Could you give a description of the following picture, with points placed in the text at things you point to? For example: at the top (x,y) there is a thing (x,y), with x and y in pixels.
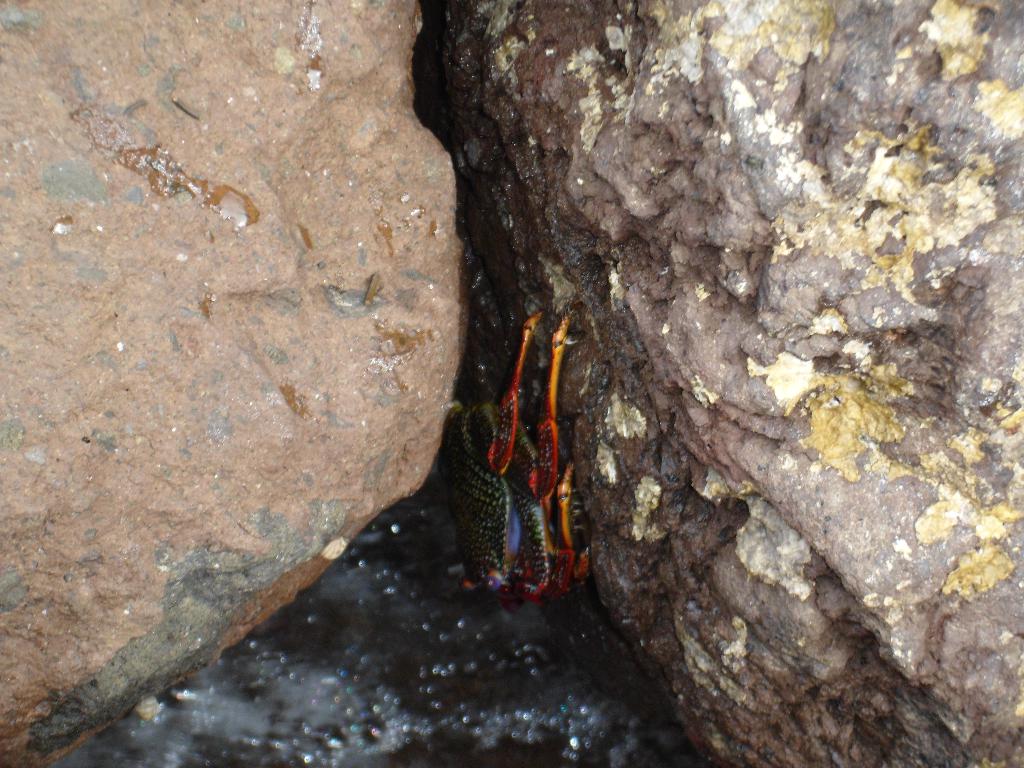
There is one crab (540,523) in between two rocks (591,405).
